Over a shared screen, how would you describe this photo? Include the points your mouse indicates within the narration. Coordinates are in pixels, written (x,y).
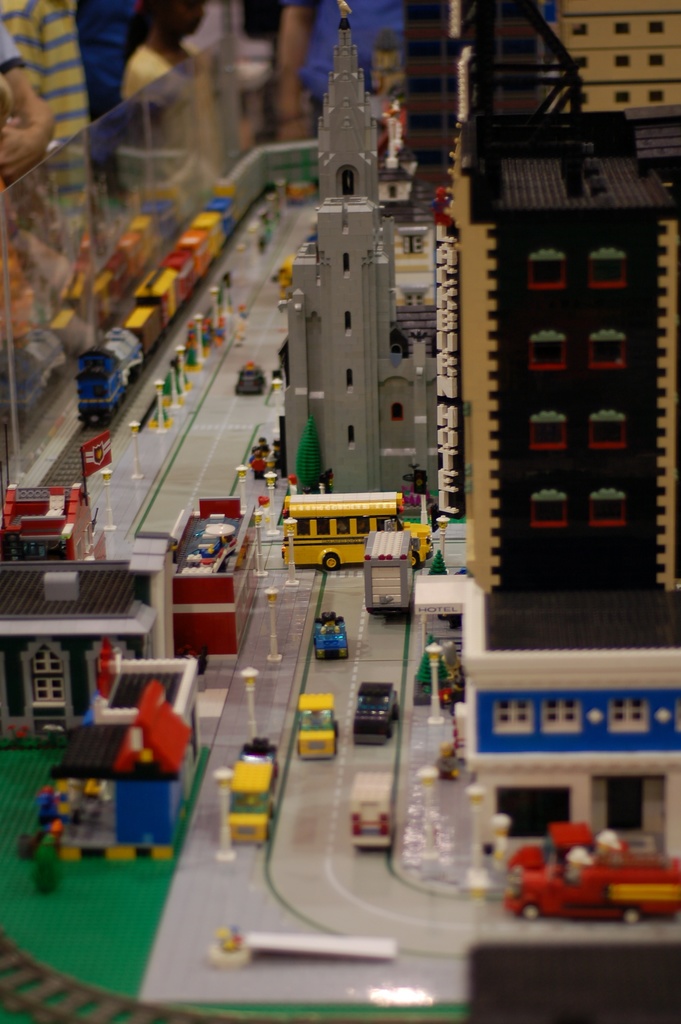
In this image we can see buildings (498,261), road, vehicles (369,531), train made with legos (255,215). At the top left corner (10,155) we can see persons (115,103).
